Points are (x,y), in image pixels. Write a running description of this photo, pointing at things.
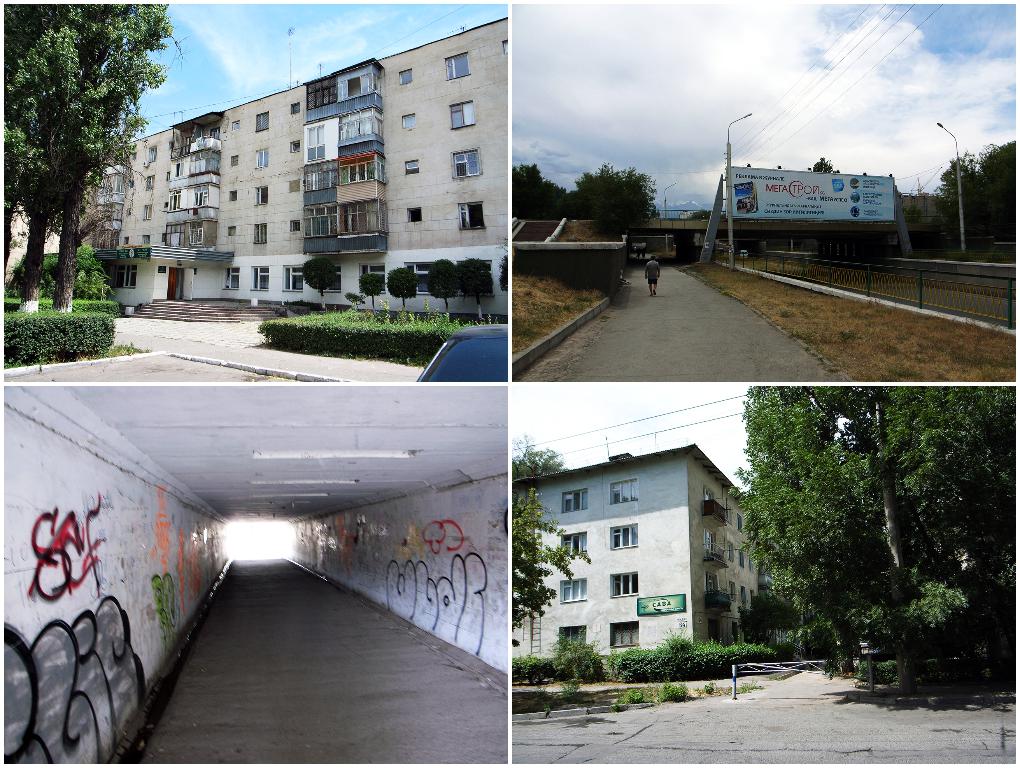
This is a collage image there are buildings (592,521), trees (975,558), road (768,369) and tunnel (211,515) in the image.
